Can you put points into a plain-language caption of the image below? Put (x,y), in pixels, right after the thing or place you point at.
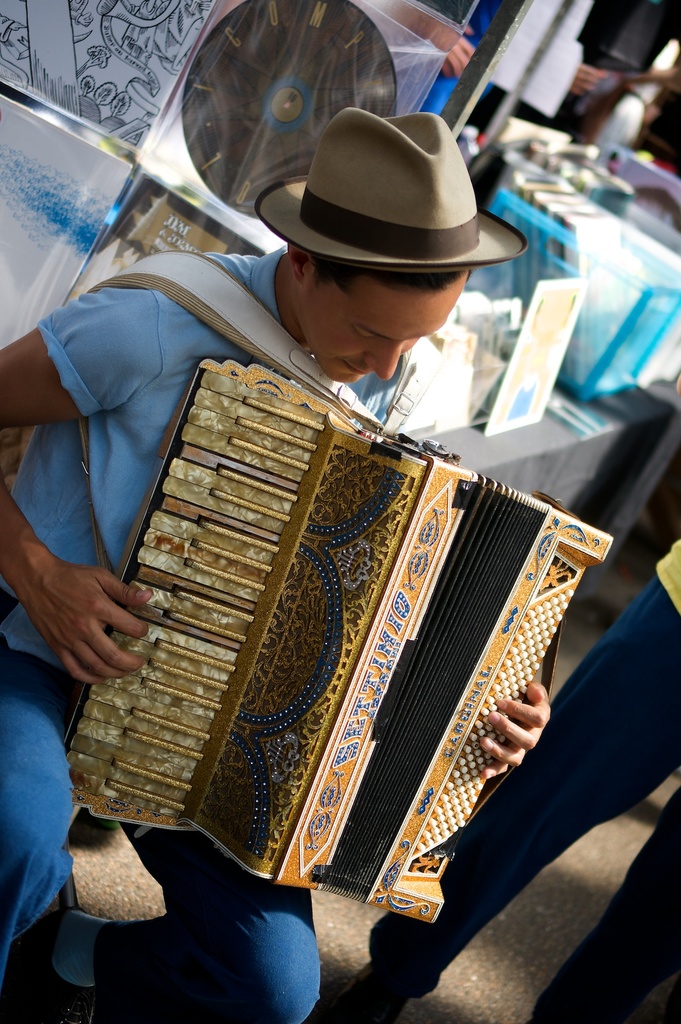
In the image there is a man (304,317) with blue shirt (136,363) and a hat (263,217) on his head (302,309) is sitting and playing the accordion (258,651). Behind him there is a table (585,411) with a few items (667,266) on it. And also there are few people (604,109) in the background (648,633).
